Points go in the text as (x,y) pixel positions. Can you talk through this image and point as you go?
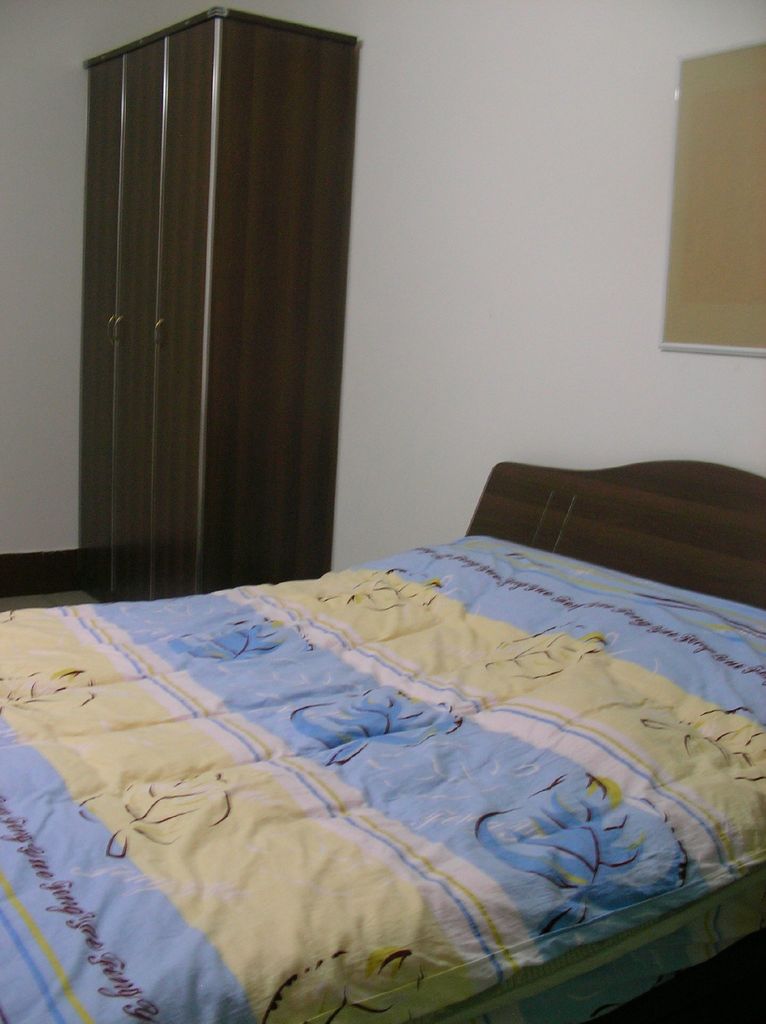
In this image there is a bed (405,770) with a blanket (376,750), wardrobe (119,103), frame (762,322) attached to the wall (390,132).
